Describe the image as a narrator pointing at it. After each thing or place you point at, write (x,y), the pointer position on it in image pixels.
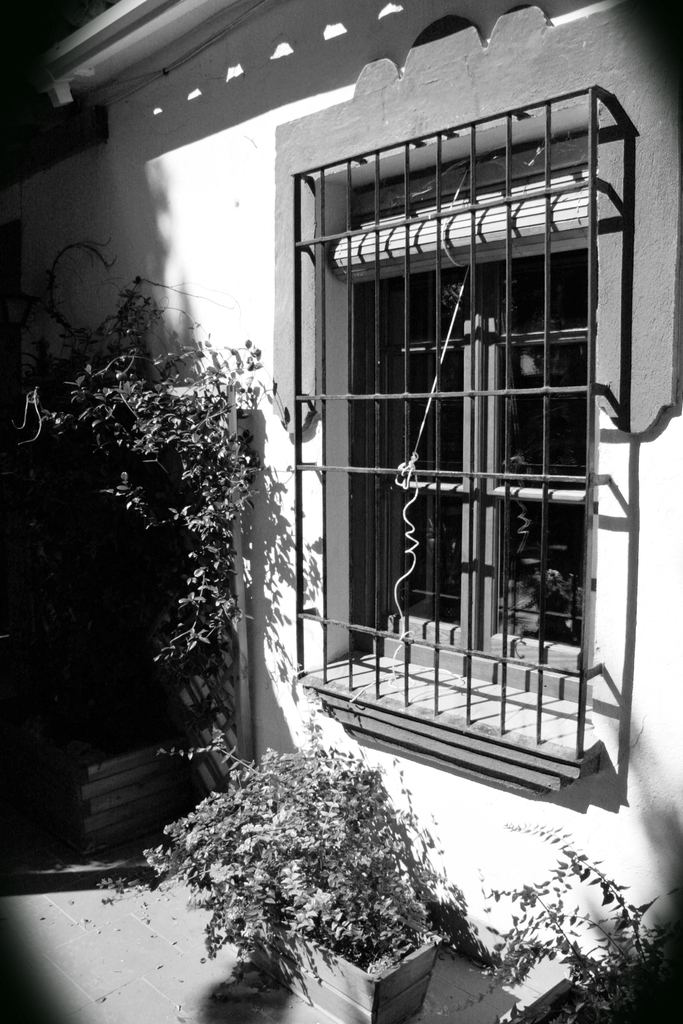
This is a black and white image. I can see the flower pots (115,785) with the plants (124,430). This is a window (496,501) with the glass doors (489,403). I can see an iron grill (551,195). This looks like a building wall (254,164).
